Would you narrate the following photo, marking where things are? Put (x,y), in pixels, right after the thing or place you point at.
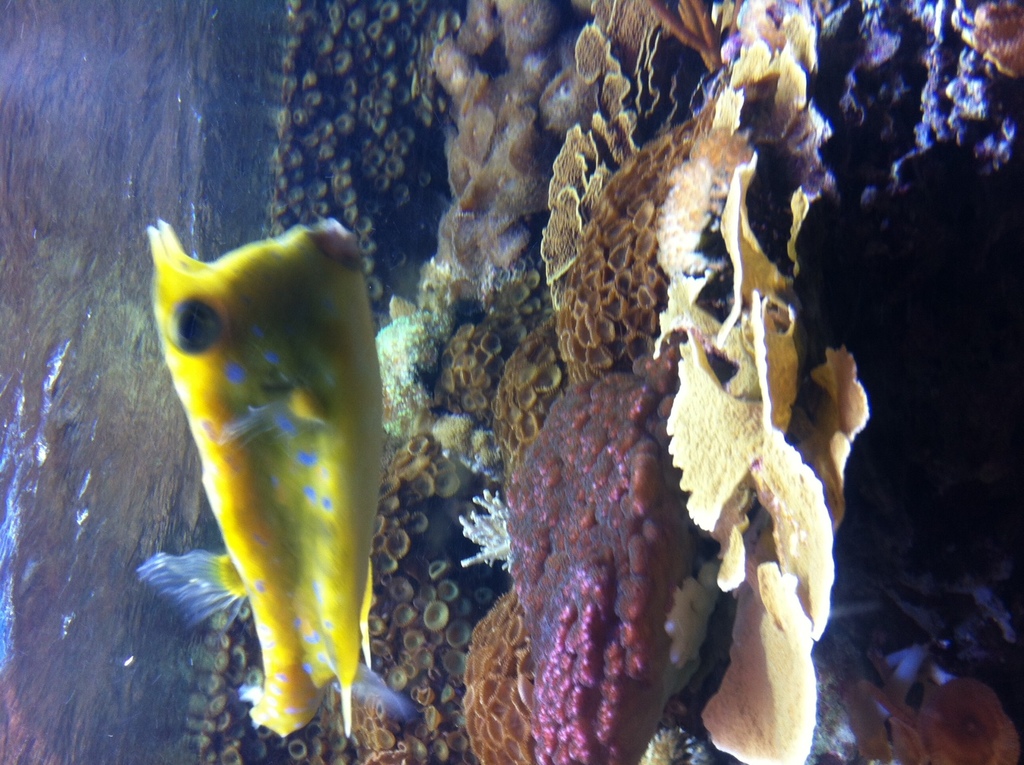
In this image we can see a fish (306,433) and some corals (569,337) in the water (176,213).
